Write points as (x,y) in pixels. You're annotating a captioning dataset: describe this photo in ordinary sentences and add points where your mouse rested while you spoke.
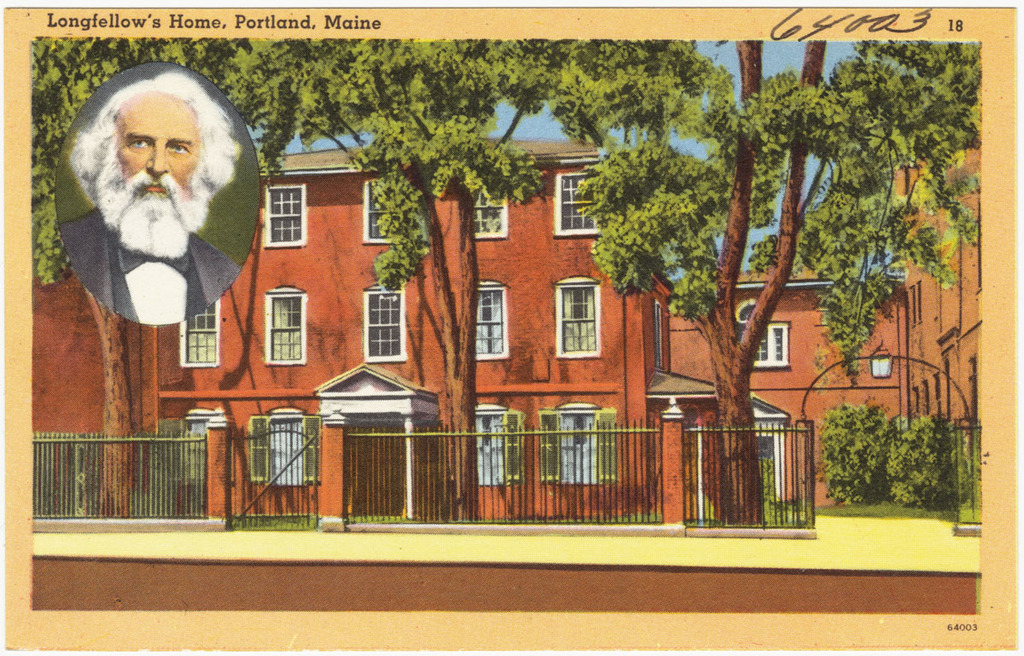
This image is a poster. In this poster we can see a building (533,338), in front of the building (431,344) there are some trees (800,185) and fencing (382,467) and an image of a person (189,180).
